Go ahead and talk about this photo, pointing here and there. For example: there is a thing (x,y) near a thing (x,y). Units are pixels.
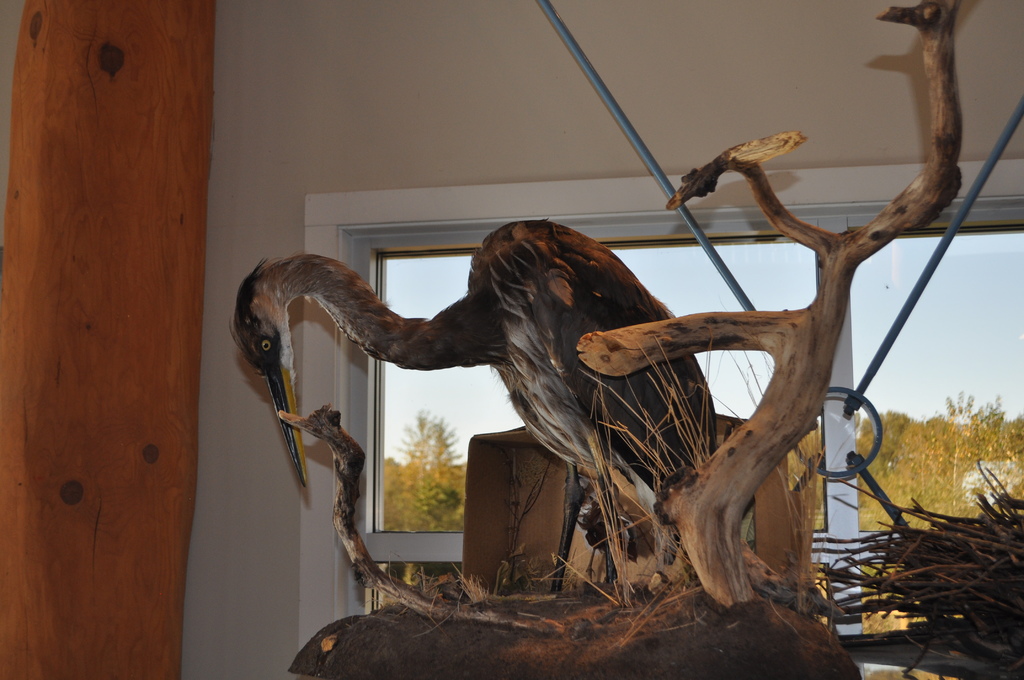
In this image I can see a bird (586,406), tree trunk (685,485) and wood sticks (948,636). In the background (519,174) I can see a wall (491,142), window (924,310), trees (818,441) and the sky (890,299). This image is taken may be in a room (85,616).
